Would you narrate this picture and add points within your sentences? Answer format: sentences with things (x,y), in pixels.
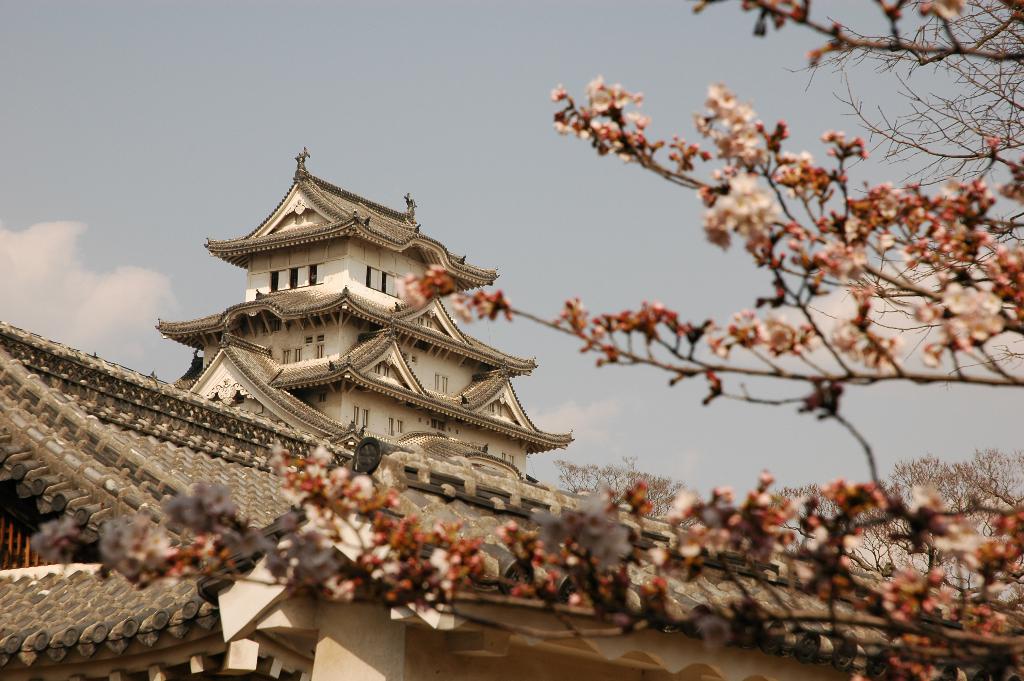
In the image there is a pink flower tree (842,239) in the front (818,587) followed by ancient buildings (257,392) in the back (254,365) and above its sky (196,76) with clouds (52,276).
